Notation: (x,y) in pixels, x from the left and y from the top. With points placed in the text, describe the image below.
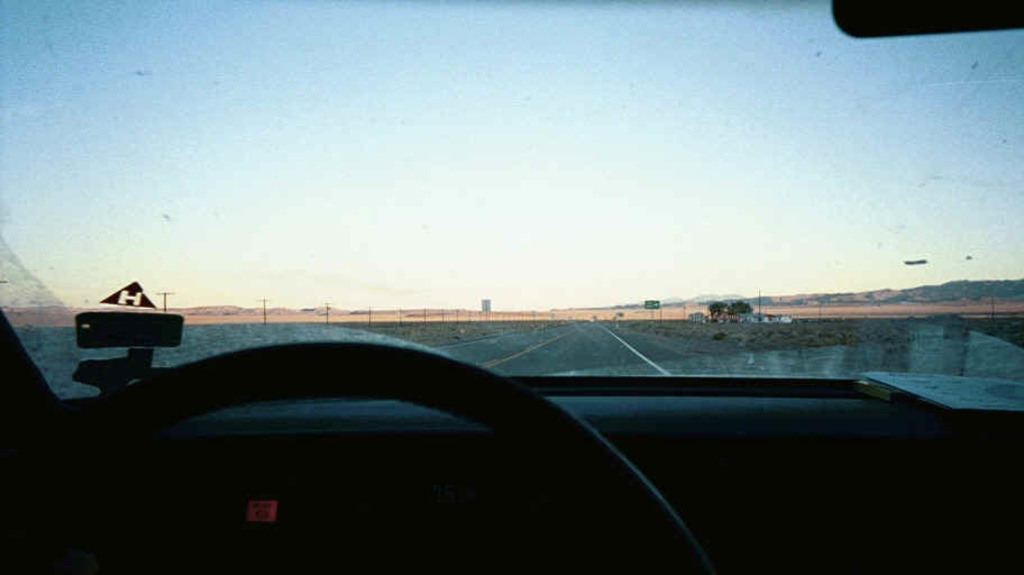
In this image in front (556,407) there is a car (583,437) on the road (604,358). Beside the road (554,348) there are poles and a sign board (657,307). In the background (635,299) there are trees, building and sky (531,96).
